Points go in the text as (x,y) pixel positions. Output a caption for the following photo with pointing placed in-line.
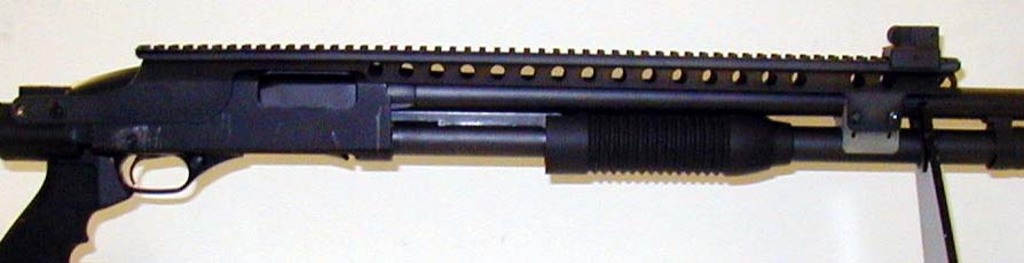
There is a weapon (294,125) in the image.
